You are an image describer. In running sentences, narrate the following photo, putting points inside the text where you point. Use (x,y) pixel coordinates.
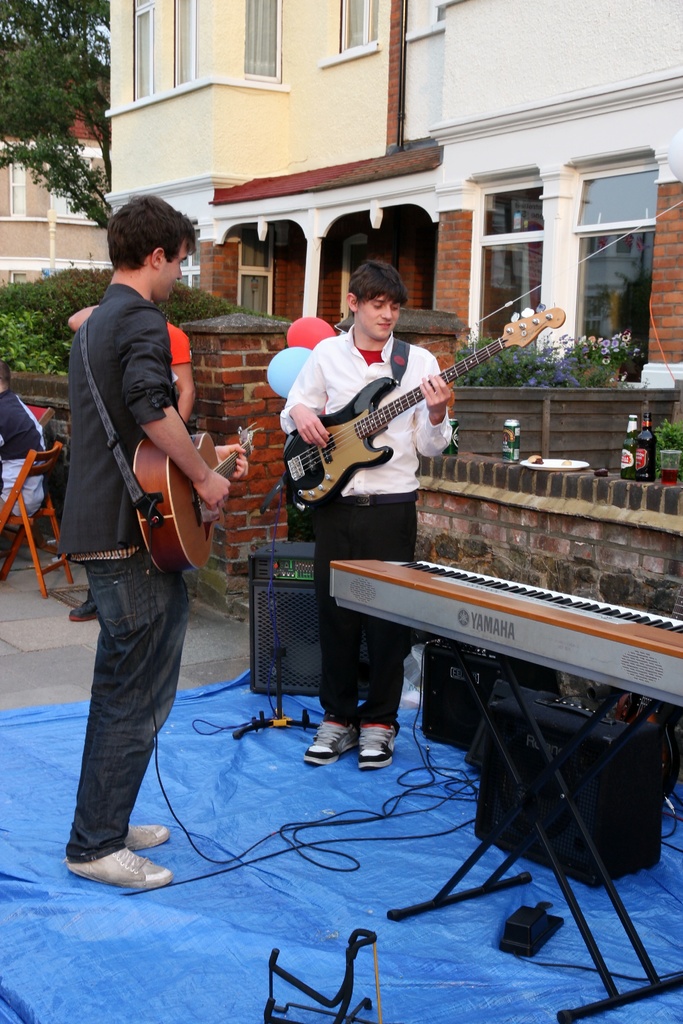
This man (369,367) is standing and playing guitar (370,417). In-front of this man (151,275) other person (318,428) is also playing guitar (182,555). This is building (263,93) with window (264,24). Beside this building (167,59) there is a tree (28,69). We can able to see plants (477,345), bottles (645,451), tin (513,440), plate (547,468), speaker (305,663), cables (350,820), piano keyboard (542,621) and person (31,476) is sitting on a chair (25,505).
